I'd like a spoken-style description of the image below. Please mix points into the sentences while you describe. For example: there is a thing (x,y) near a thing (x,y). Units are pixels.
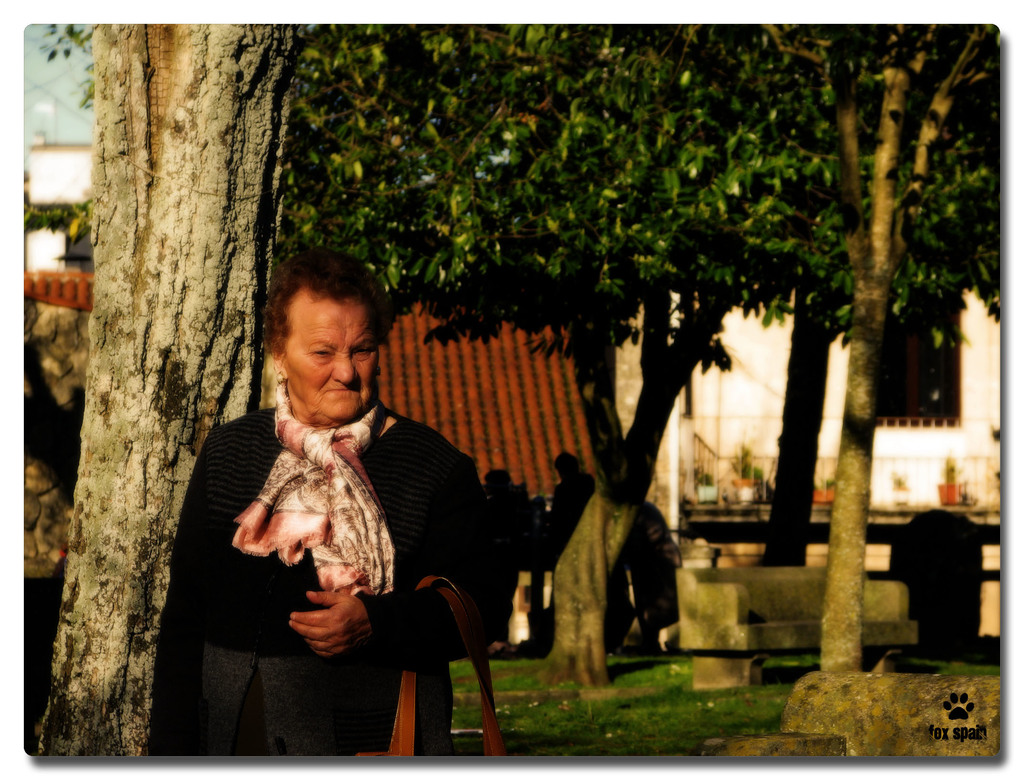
In the image there is a lady (270,588) with stole (264,547) and bag (408,694) in her hand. Behind her there are trees (641,146) and also there are benches (723,591). There are few people (571,515). And also there is a building (711,375) with walls (752,428) and a roof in the background (939,382). In the bottom right corner of the image (972,713) there is a logo (941,729). And on the ground (971,665) there is grass (984,667).
